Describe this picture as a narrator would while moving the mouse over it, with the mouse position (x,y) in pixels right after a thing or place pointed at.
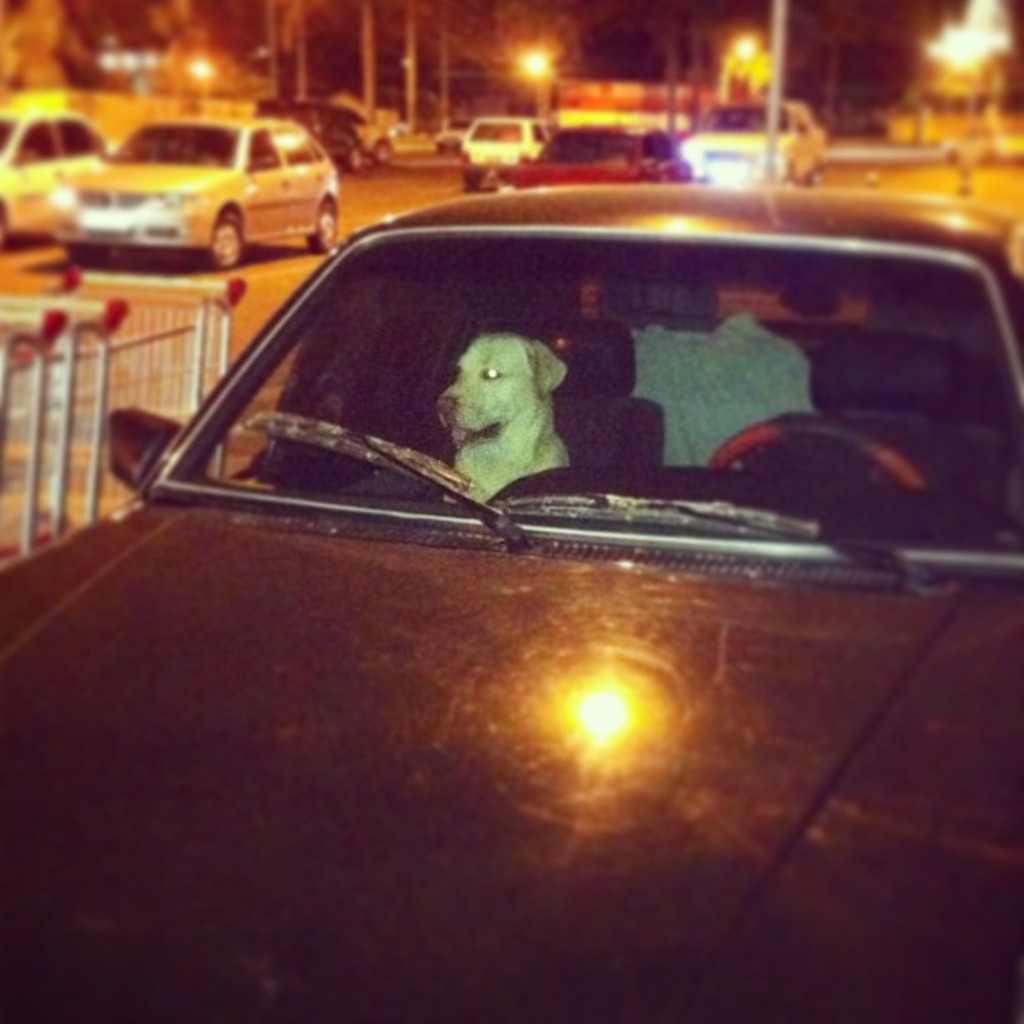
In this image I can see a car (443,232) which is in black color, inside the car (586,455) I can see a dog (541,454). Background (22,174) I can see few vehicle (92,192), few light poles (202,73) and trees (210,46).
